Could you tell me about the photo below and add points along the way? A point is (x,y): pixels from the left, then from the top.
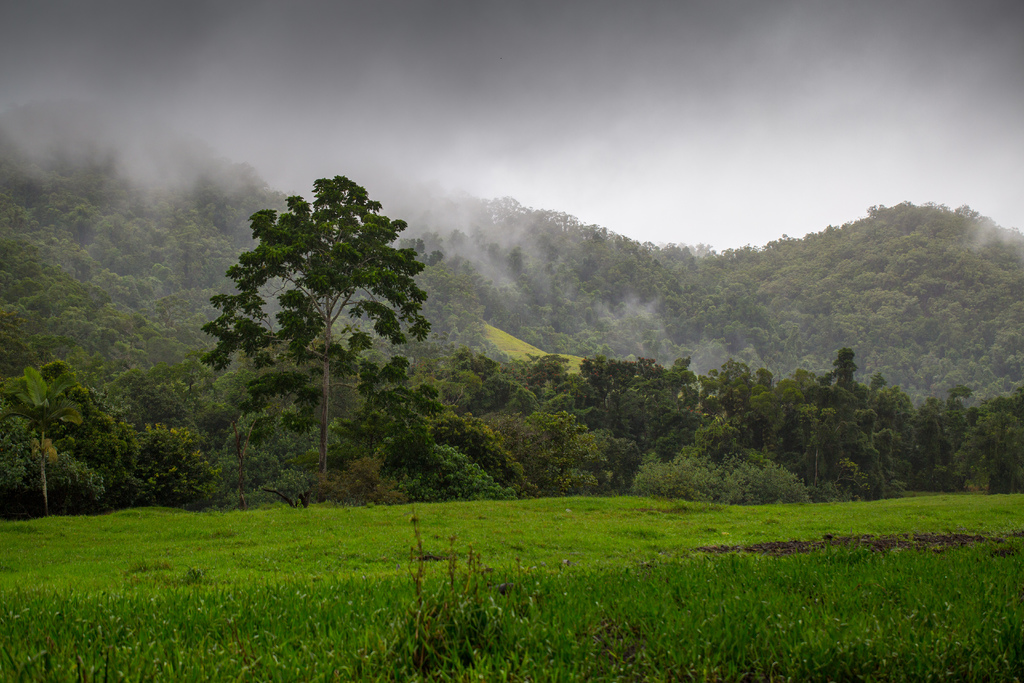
In this image I can see the grass (418,586) and many trees (439,400). In the background (539,173) I can see the sky (626,168) and the fog (382,191).
